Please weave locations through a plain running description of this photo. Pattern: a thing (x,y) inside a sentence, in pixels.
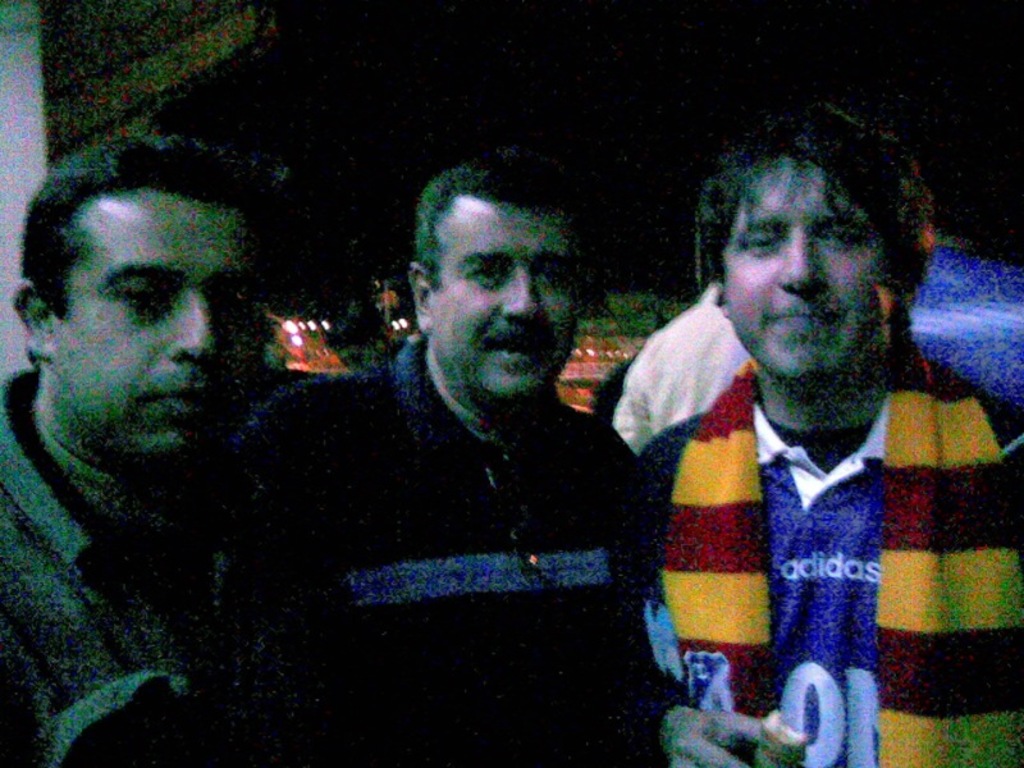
In front of the picture, we see three men (472,557) are standing. They are smiling and they are posing for the photo. The man (784,557) on the right side (789,590) is holding something in his hand (712,719). In the background (562,376), we see lights (573,358) and building (603,370). At the top of the picture (505,118), it is black in color. This picture is clicked in the dark.
